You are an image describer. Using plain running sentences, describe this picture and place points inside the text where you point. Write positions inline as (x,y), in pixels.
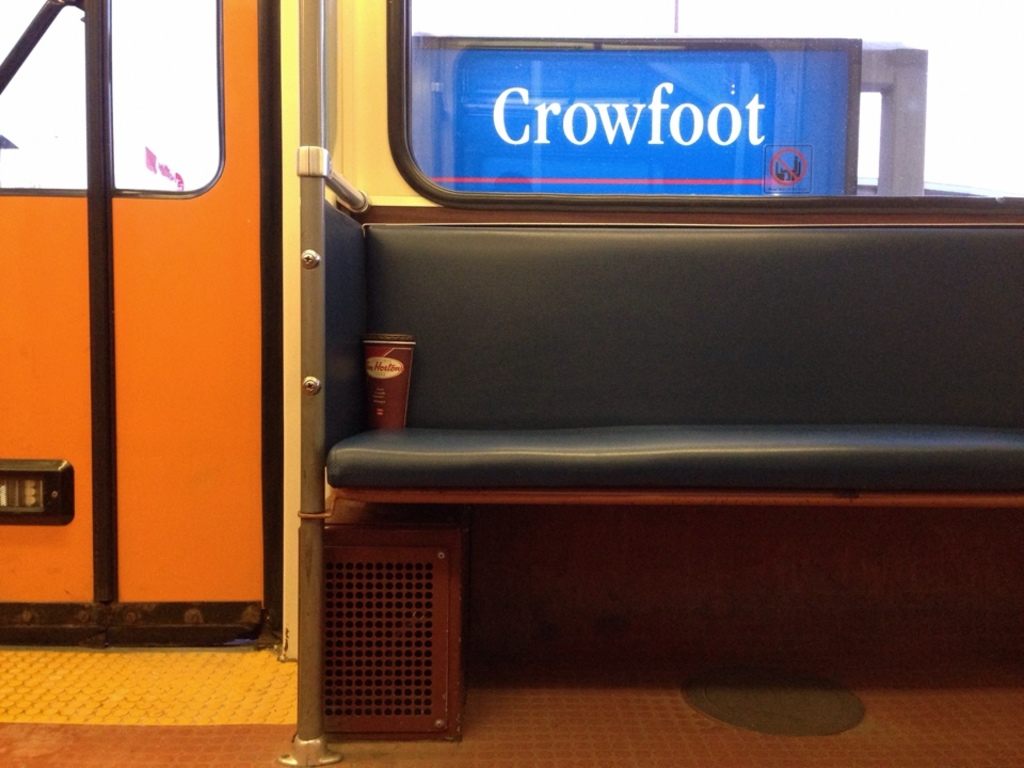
In this image there is a seat (675,413) and on the seat (409,434) there is an object (404,376) with some text (387,370) written on it. On the left side (119,287) there is a door (139,261), on the top of the seat (745,401) there is a window (682,201), behind the window (710,146) there is a board (728,145) with some text (714,142) written on it, under the seat (595,411) there is an object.
